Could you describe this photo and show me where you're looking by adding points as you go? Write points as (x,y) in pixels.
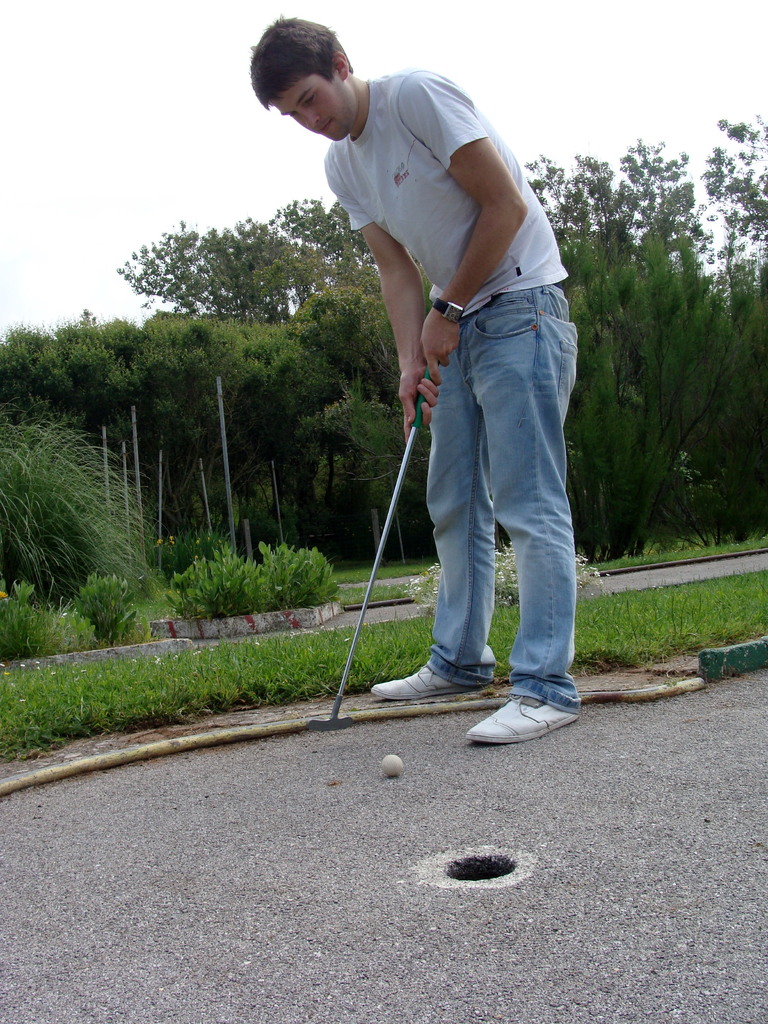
In this image there is a person (407,108) playing golf. There is a road (341,763). There are trees (669,521) and grass (341,578). There is a sky (478,5).
